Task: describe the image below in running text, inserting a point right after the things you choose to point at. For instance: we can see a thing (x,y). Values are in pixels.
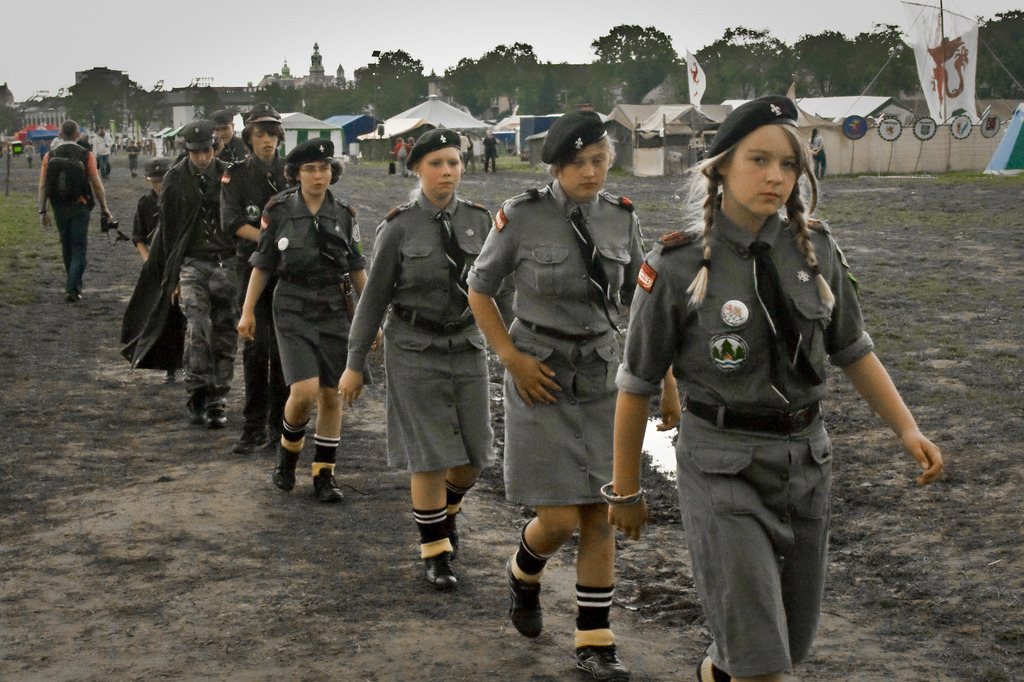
In this image I can see people (474,321) walking, wearing a uniform (233,358). There are canopies (619,125), flags (967,43), trees (615,98) and buildings (50,104) at the back (630,71). There is sky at the top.
